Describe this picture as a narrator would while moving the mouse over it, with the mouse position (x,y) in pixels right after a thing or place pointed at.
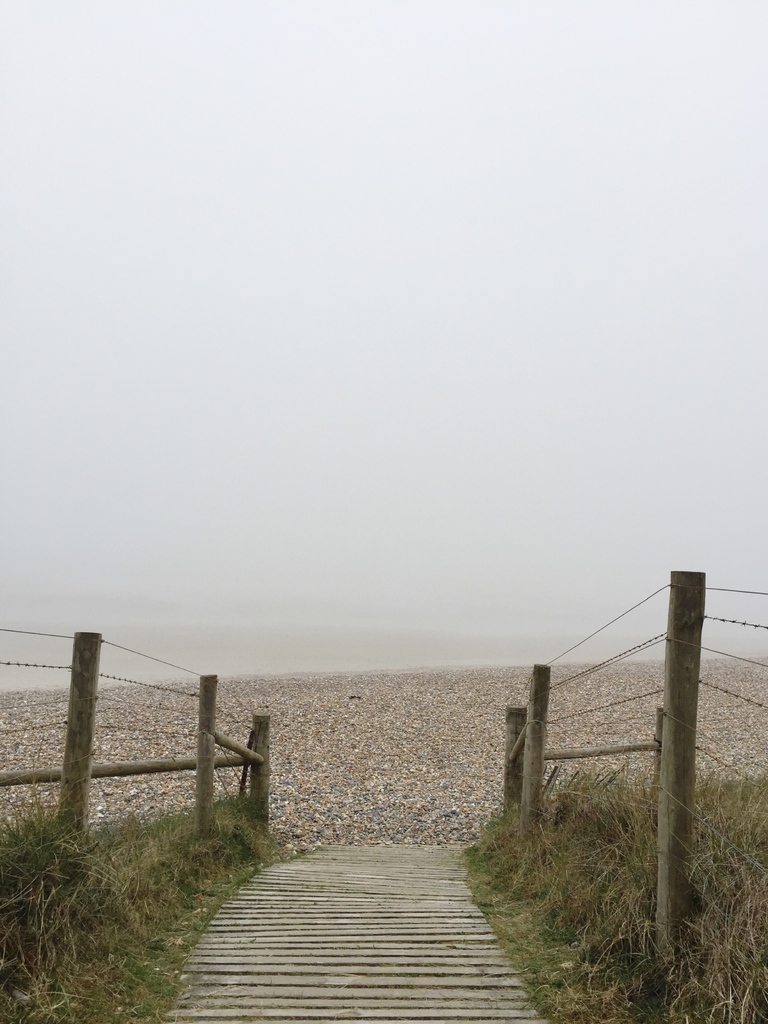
In the background (543,587) we can see the sky (502,541) and its blur. On either side of the pathway (447,857) we can see the grass (588,864), fence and the poles (517,730).
